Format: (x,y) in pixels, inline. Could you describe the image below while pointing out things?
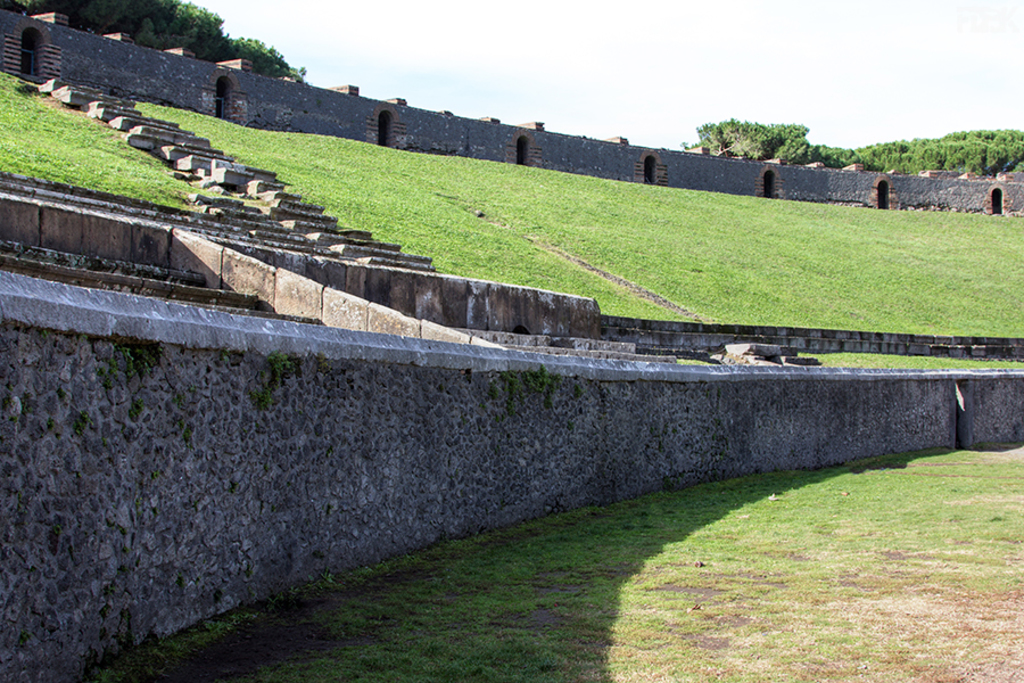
In this picture I can see the stairs (323,247), wall (424,351) and other structures (24,32). In the center (666,280) I can see the grass (790,280). In the background (176,22) I can see many trees (112,11). At the top (648,19) I can see the sky (575,58) and clouds (580,26).
